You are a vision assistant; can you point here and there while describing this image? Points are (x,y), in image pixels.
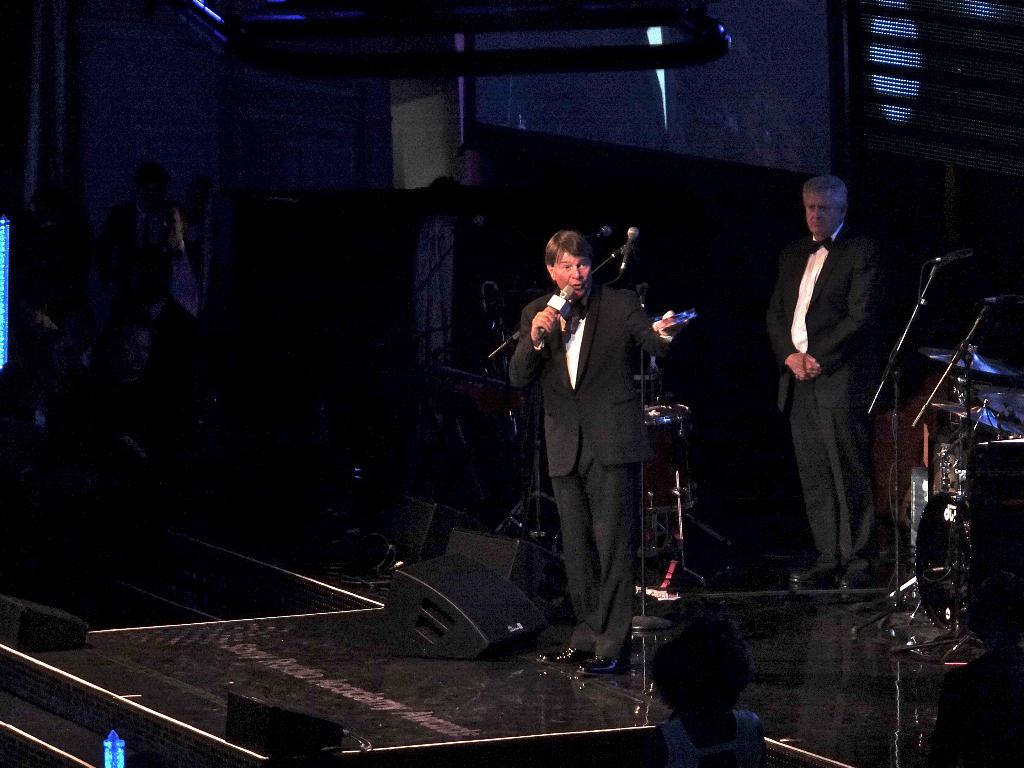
In this image there is a stage (464,660), there are objects (427,600) on the stage (387,567), there are musical instruments (968,431), there is a stand (893,373), there are microphones (934,258), there are two men (836,257) standing on the stage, there is a man (586,410) holding a microphone (565,306) and talking, there are two women (714,705) towards the bottom of the image (730,713), there are objects (33,620) on the stage (786,562), there is a wall (281,111), there is a curtain (60,84) towards the left of the image (74,82), there is an object (478,51) towards the top of the image (500,34), there is a screen (692,89) towards the top of the image (721,110), there is a light (8,250) towards the left of the image (3,303), there is a light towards the bottom of the image (107,747).
